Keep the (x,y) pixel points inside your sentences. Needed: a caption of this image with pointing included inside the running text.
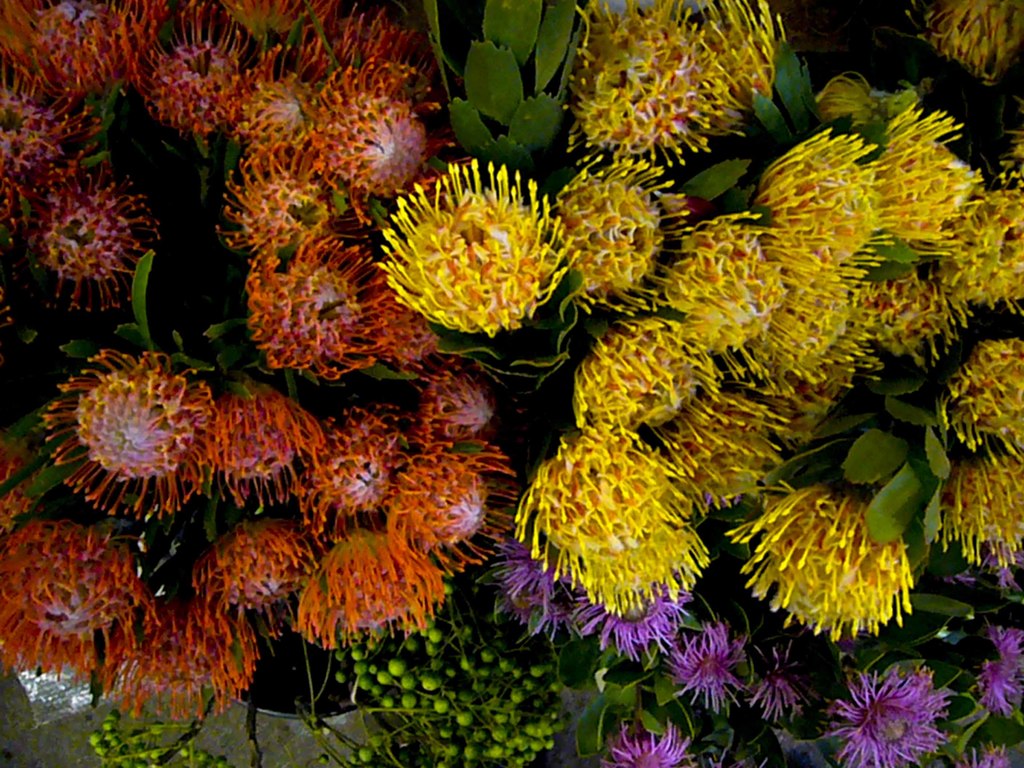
Here in this picture we can see colorful flowers (600,365) present.
